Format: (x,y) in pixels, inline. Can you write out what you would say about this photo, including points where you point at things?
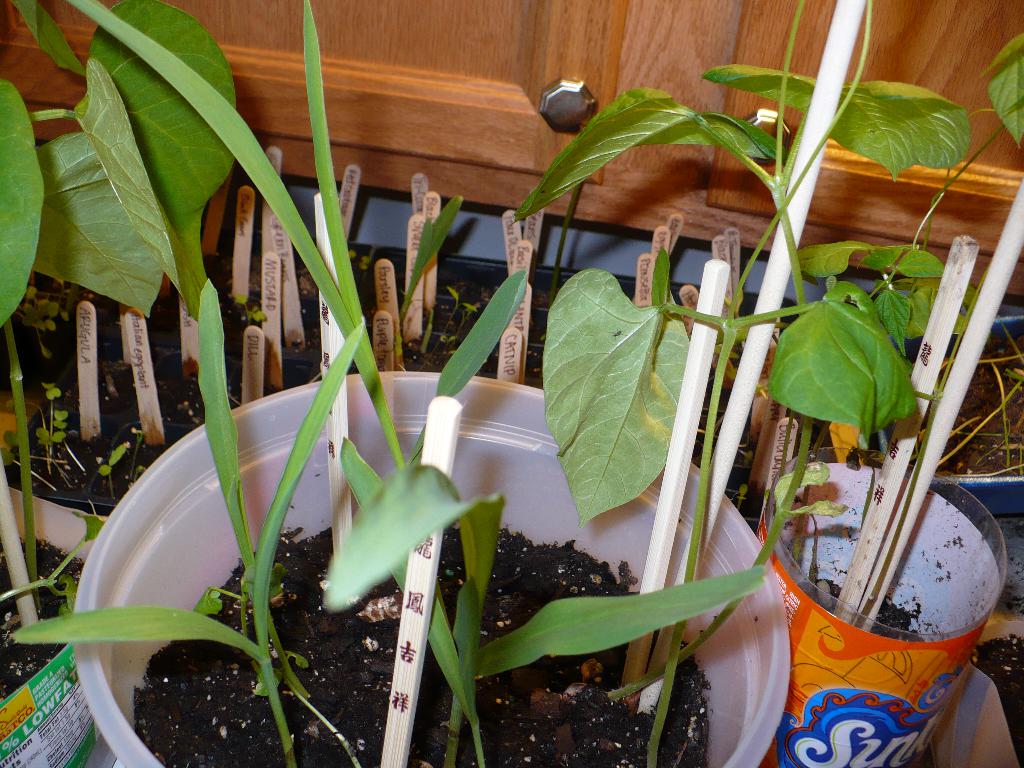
In the image there are few plants (157,218) planted in the small tubs (701,620) and there are many wooden sticks (328,266) inserted into the soil (365,747) in between the plants (325,404).
